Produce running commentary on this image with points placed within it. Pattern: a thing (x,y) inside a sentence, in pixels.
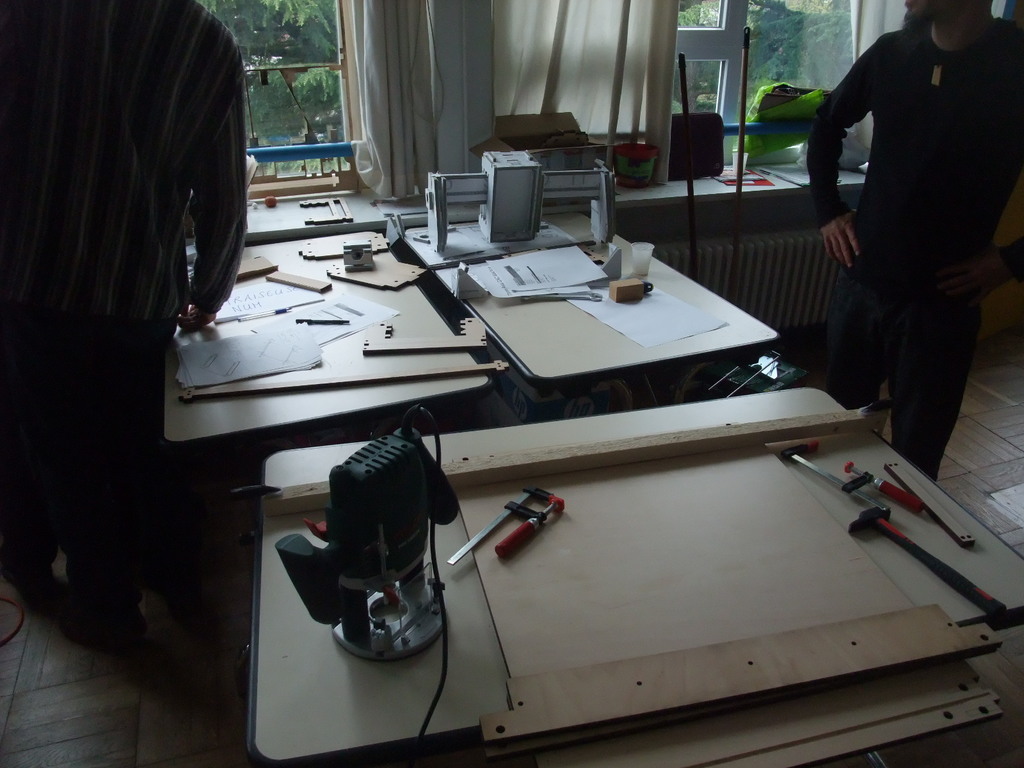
In this image, there are two persons (164,232) standing and wearing dark clothes (875,308). There are three tables (576,354) contains machine (400,462), tools (873,518) and some papers (255,351). There is a window (304,86) contains curtains (546,48).
